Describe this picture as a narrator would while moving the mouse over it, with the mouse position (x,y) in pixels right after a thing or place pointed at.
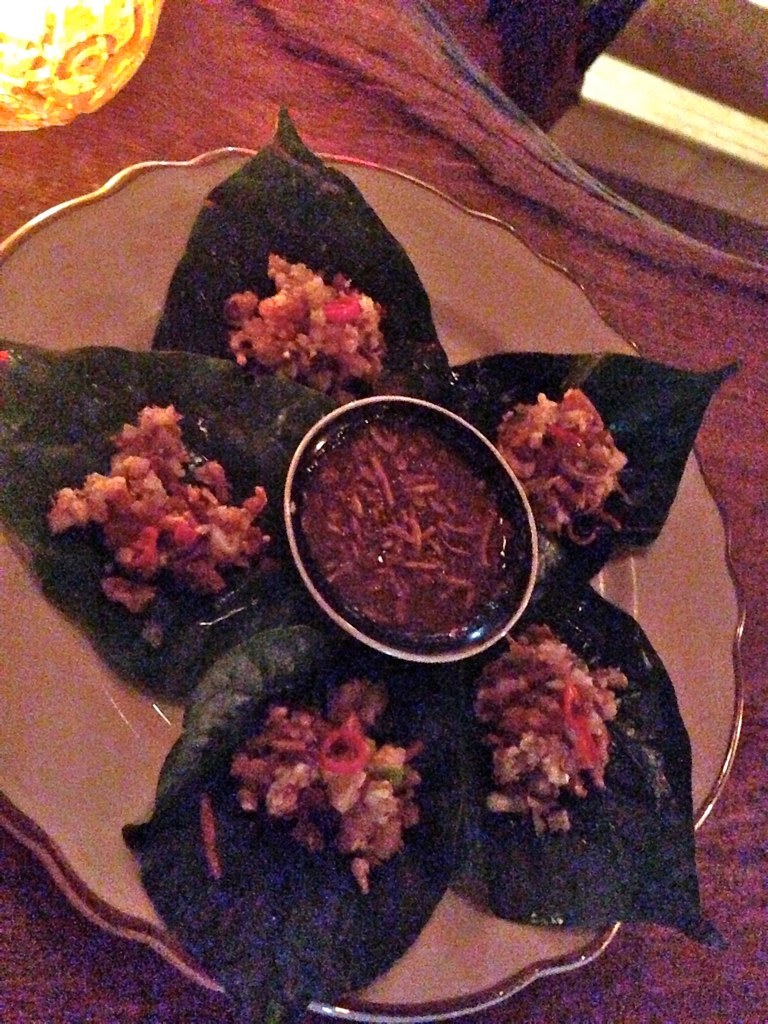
In this image we can see a plate (484,226) and there are leaves (272,663) and some food (340,541) placed on the plate (498,988). At the top (51,95) there is a cloth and a light (92,88).
